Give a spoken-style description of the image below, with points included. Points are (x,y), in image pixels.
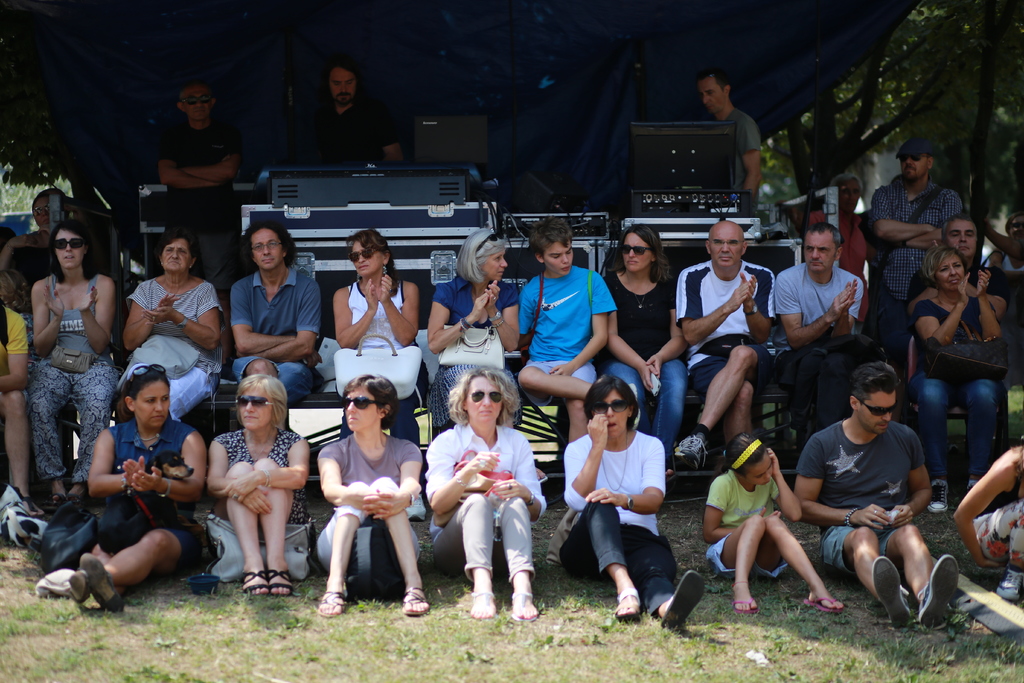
In this image few people (466,521) are sitting on the grass land (154,630). Few people (376,326) are sitting on the bench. Behind them there are few electrical devices (517,268). Behind it there are few people (225,204). People (219,217) are under the tent (410,53). Background (924,50) there are few trees (896,67). Left side (144,516) there is a woman (167,480) having an animal (127,515) on her lap (121,527). Middle of the image (394,325) there are two women (378,296) having bags (395,373) on their laps (360,375).
